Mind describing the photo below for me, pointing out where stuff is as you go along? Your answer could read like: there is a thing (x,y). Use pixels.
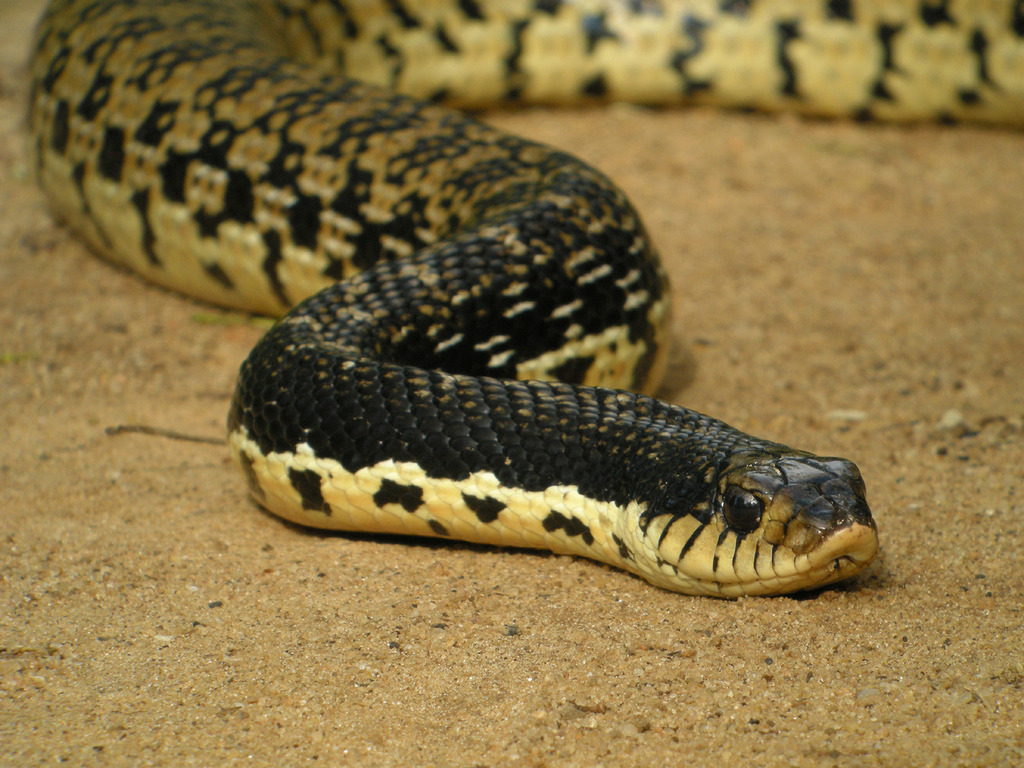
In this image I can see the ground (341,596) which is brown in color and on it I can see a snake (441,400) which is cream, black and brown in color.
